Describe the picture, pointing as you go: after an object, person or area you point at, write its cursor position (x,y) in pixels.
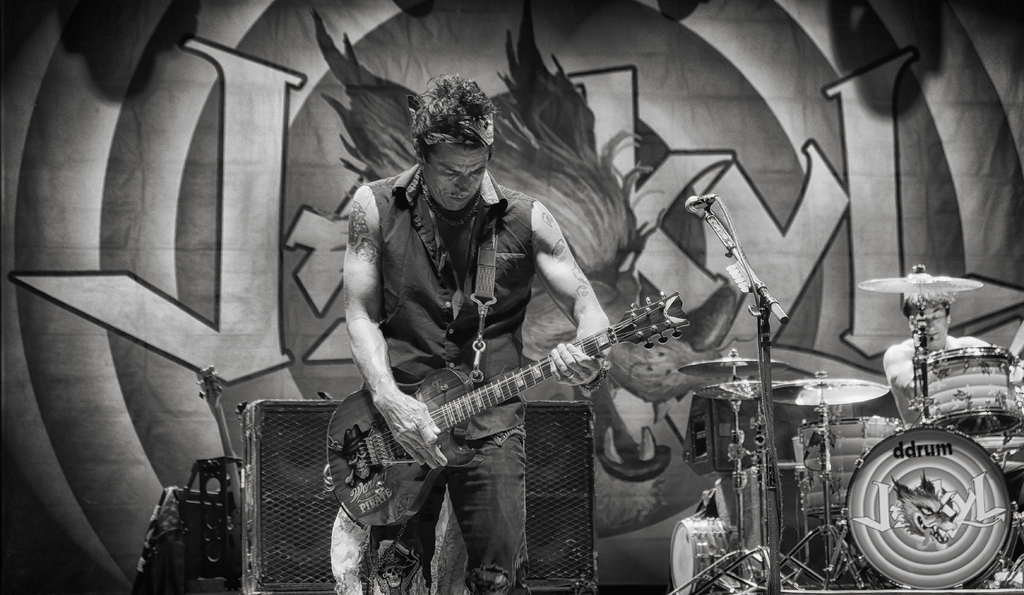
In this image a man (438,325) is playing guitar (422,498). Beside him there are speaker (306,431). Behind the speaker (278,483) there is another guitar (219,405). Beside the man (568,281) there are drums (953,486). One man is playing drum (989,381). There is a mic (694,198) in front of the man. In the background (591,103) there is a poster (773,147).
